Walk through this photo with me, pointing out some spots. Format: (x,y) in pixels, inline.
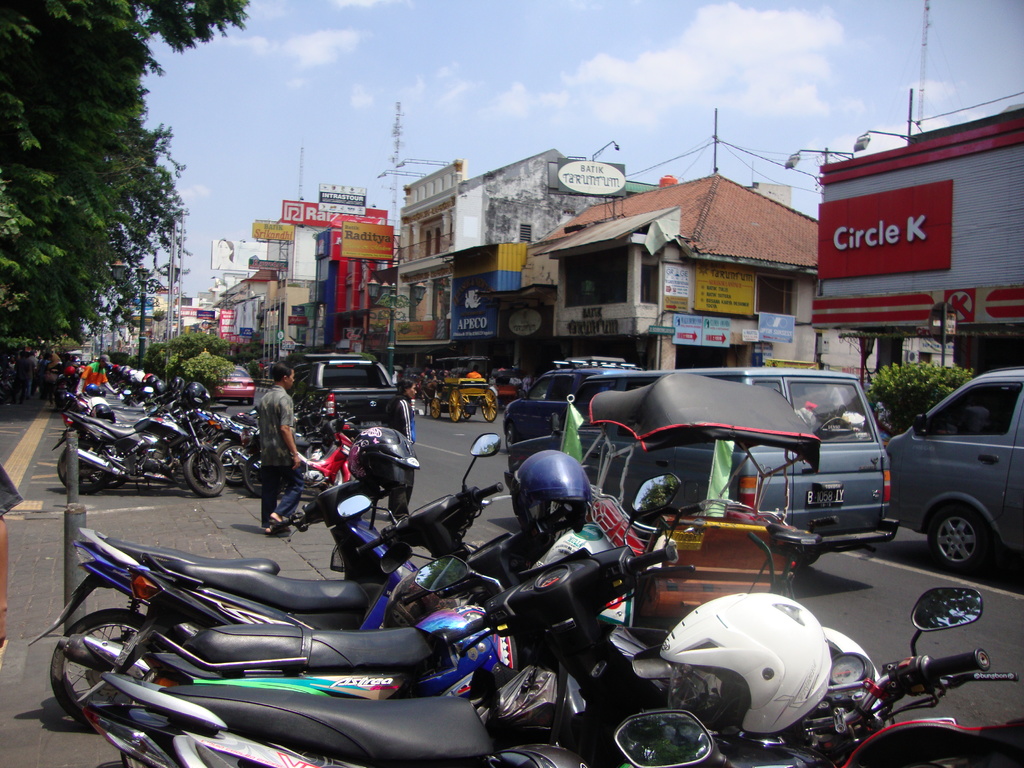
In the left side (149,565) few vehicles (385,602) are parked on this foot path (175,540) and in the middle (528,432) few vehicles (682,446) are moving on the road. There are trees (104,156) at here, in the right side (742,231) there are houses (652,238) and stores (564,302).
